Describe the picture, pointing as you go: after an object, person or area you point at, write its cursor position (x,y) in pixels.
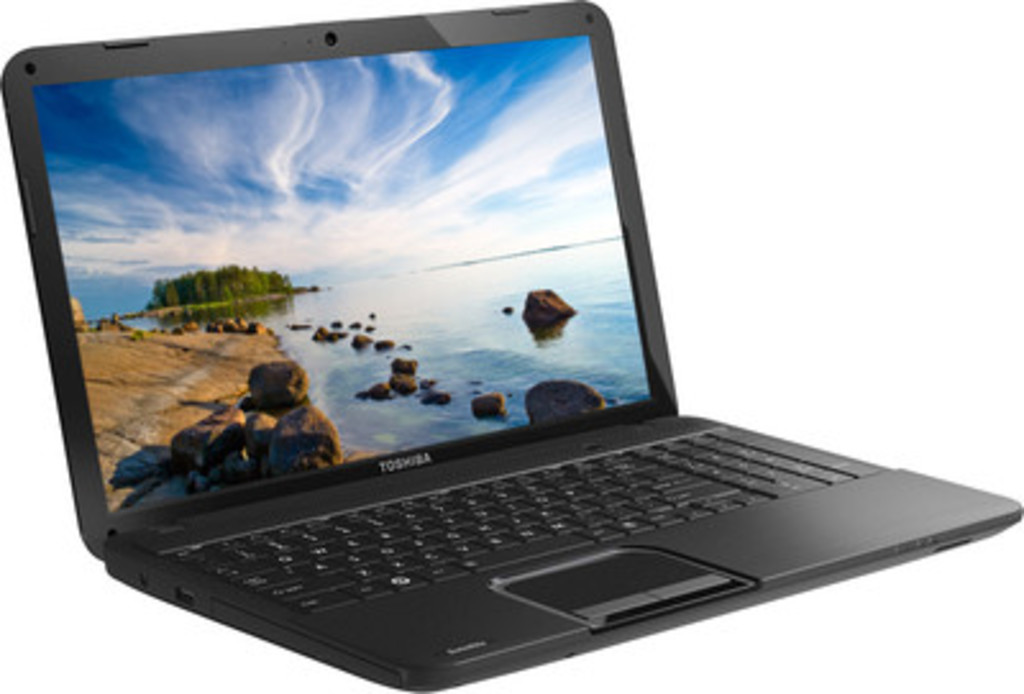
In the picture there is a black laptop (313,378) of Toshiba company, the background of the laptop (118,223) is white color.
